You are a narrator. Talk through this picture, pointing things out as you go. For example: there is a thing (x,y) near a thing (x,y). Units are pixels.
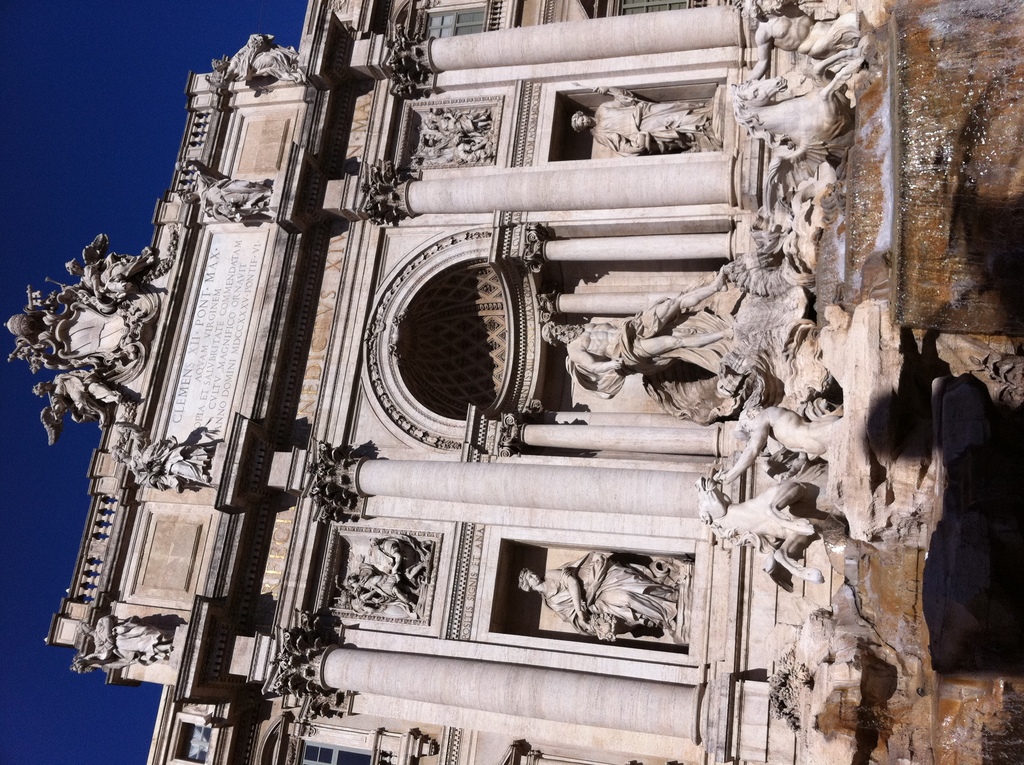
In the picture I can see sculptures (662,378) which are attached to the building (520,353).
